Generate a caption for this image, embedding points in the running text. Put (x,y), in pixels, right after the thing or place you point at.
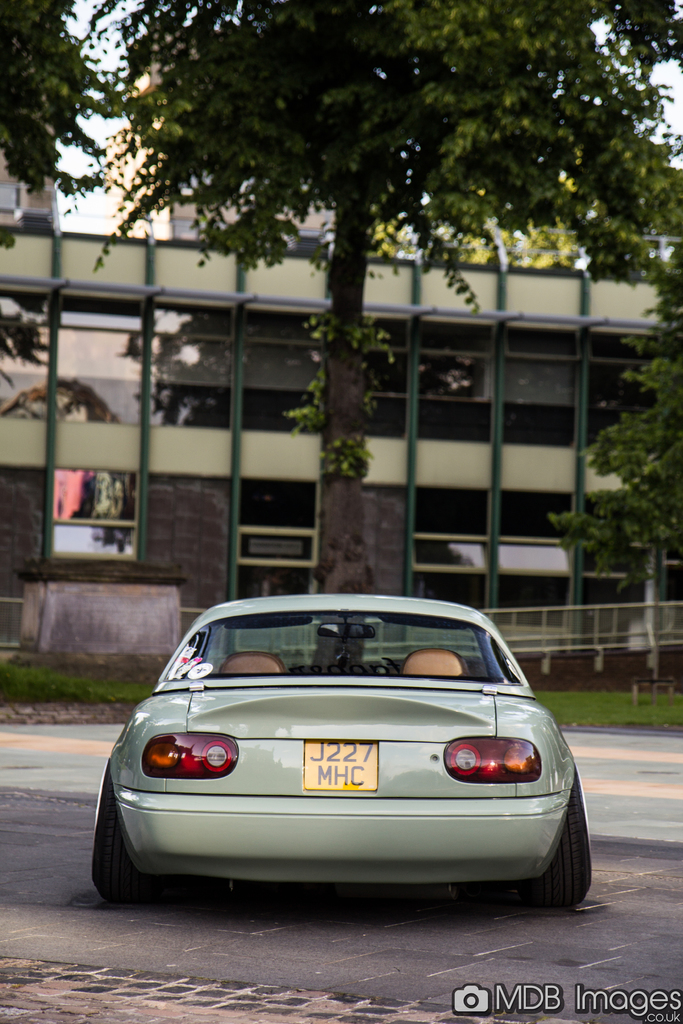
Vehicle (445,801) is on the road (647,903). Background (243,120) there are trees (246,132), building (196,327) and grass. To this building (518,390) there are glass windows (247,338). Bottom of the image (513,988) there is a watermark (629,1008).
